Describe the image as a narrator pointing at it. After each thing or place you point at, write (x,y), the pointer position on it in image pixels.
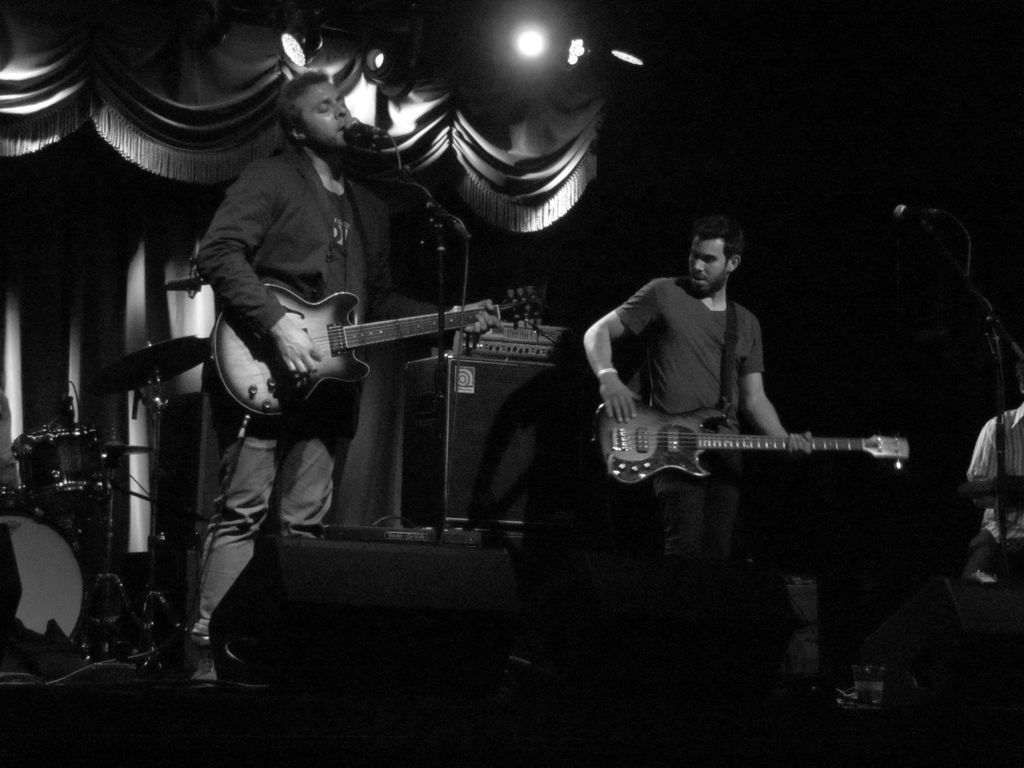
2 people (282,428) are standing playing guitar (684,437). in front of them there is a microphone (437,289). behind them there are drums (78,508) at the left (70,570). and at the back (114,93) there are curtains (132,84) and lights (535,39).
